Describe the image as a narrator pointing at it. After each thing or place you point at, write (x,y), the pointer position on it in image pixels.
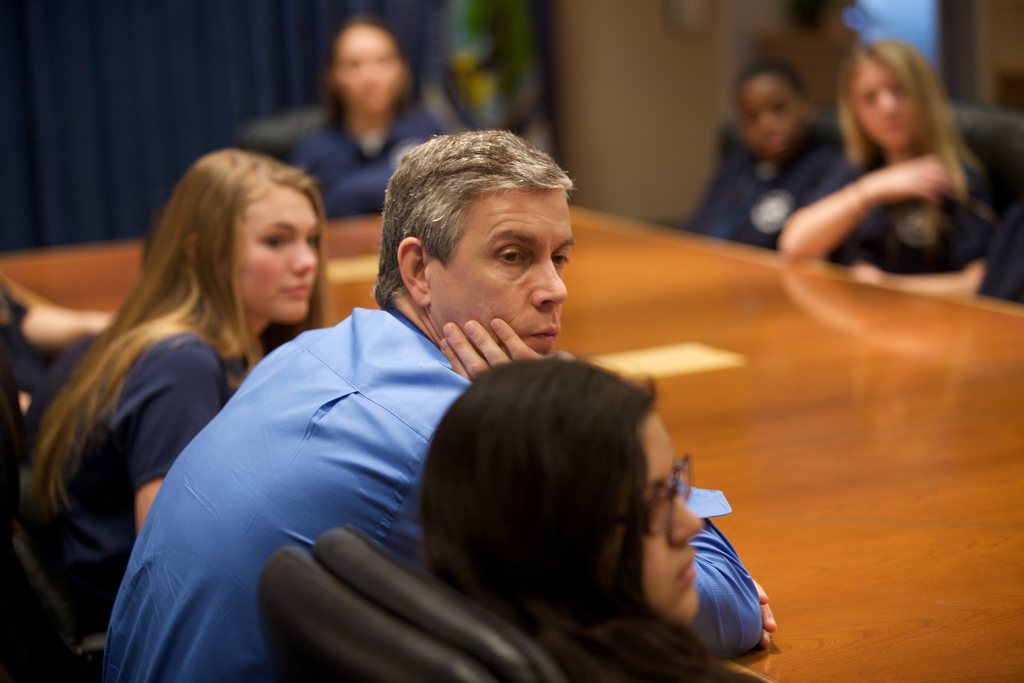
In the center of the image (675,434) we can see a table (865,534). On the table (647,343) we can see the papers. Beside a table (966,488) we can see some people (232,468) are sitting on the chairs (459,636). At the top of the image (194,74) we can see the curtain (329,26), wall (717,97).
